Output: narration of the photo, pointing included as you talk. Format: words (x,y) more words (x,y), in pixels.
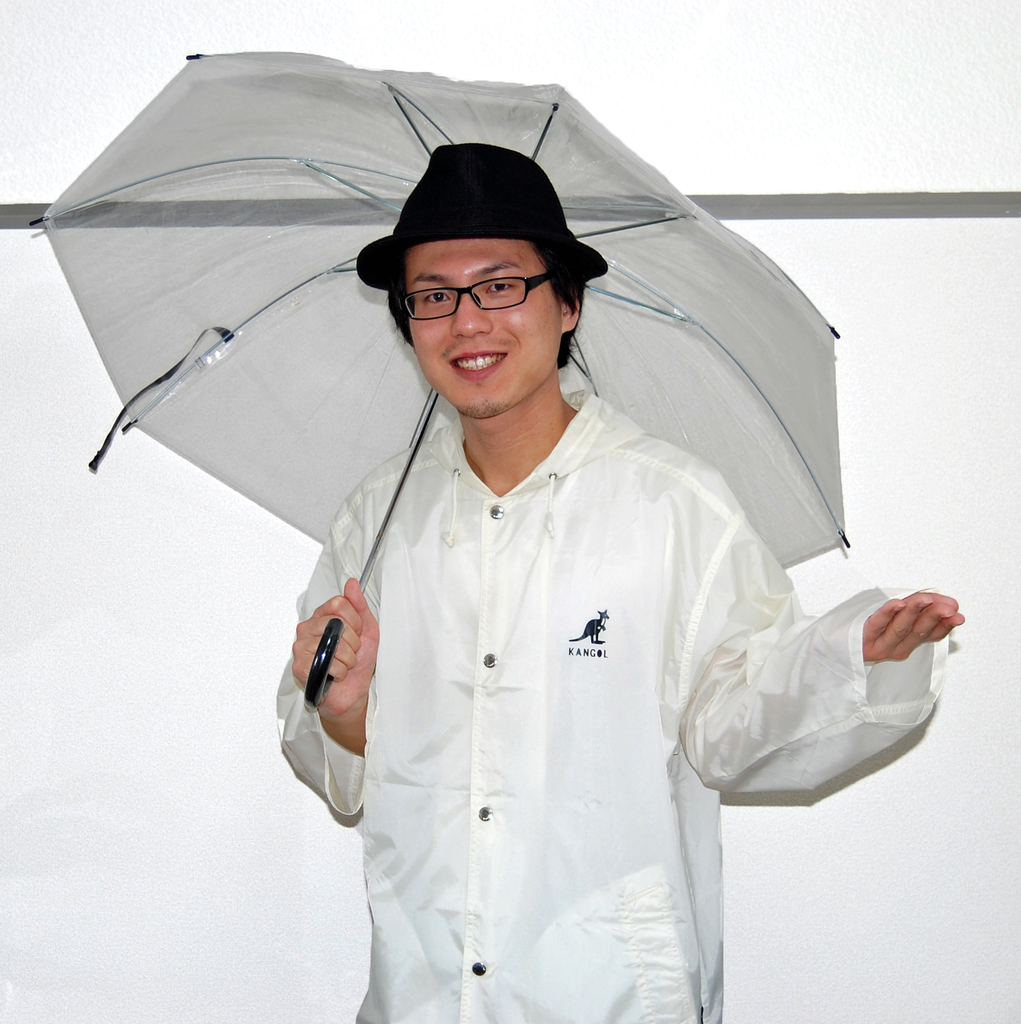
There is a man (461,517) standing and smiling and holding a umbrella (620,365) and wore spectacle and hat (495,212), behind this man (490,222) we can see white wall (1001,551).
